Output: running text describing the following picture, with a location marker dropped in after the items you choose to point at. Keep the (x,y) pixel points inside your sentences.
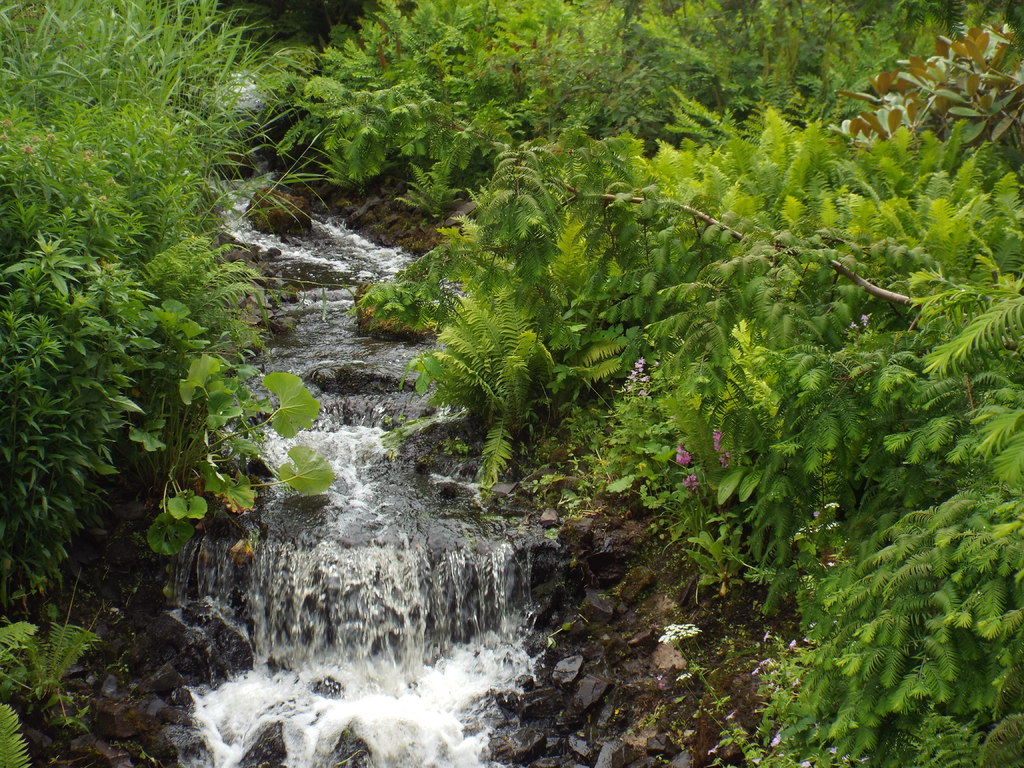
We can see water (331,225), green trees (624,39) and flowers (698,632).
